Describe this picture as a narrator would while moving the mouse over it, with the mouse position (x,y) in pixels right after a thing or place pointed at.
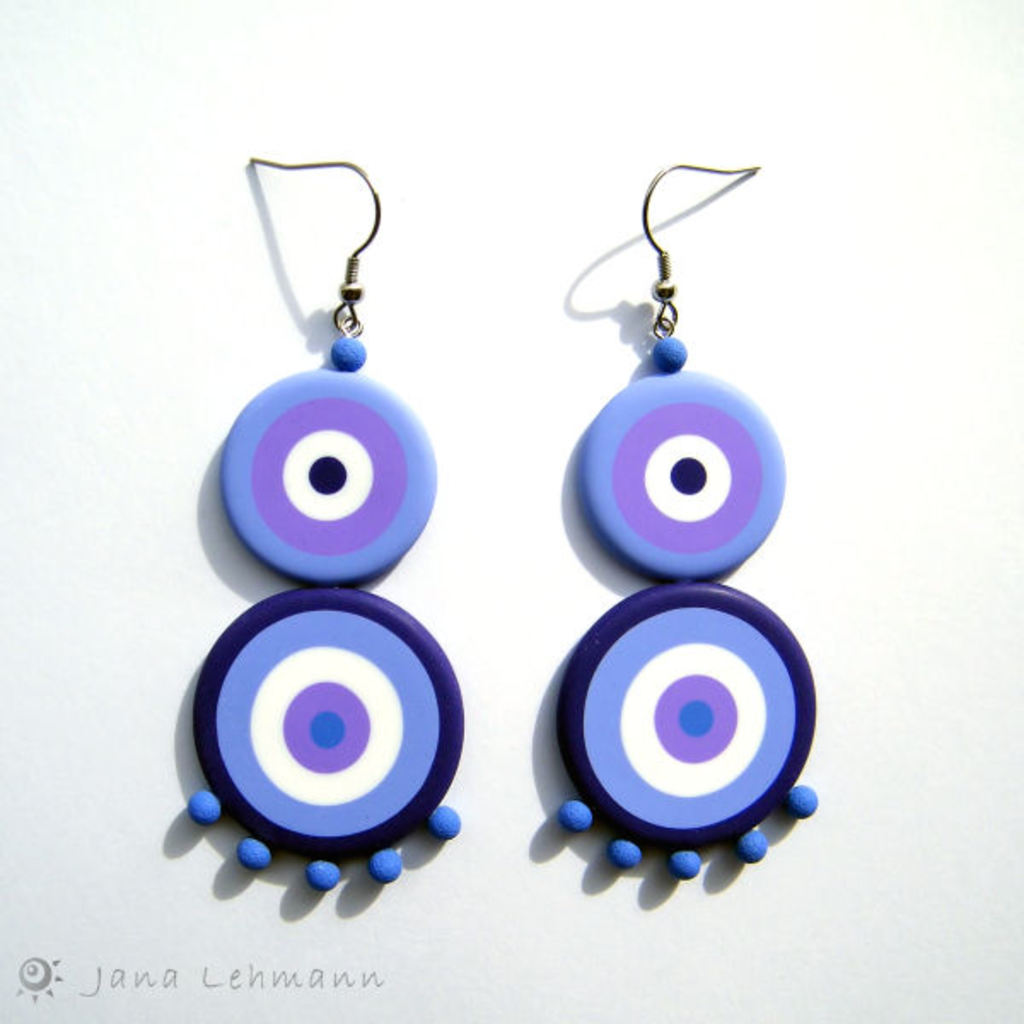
In the foreground of this image (402,669), there are earrings (438,756) on a white surface (549,923).
